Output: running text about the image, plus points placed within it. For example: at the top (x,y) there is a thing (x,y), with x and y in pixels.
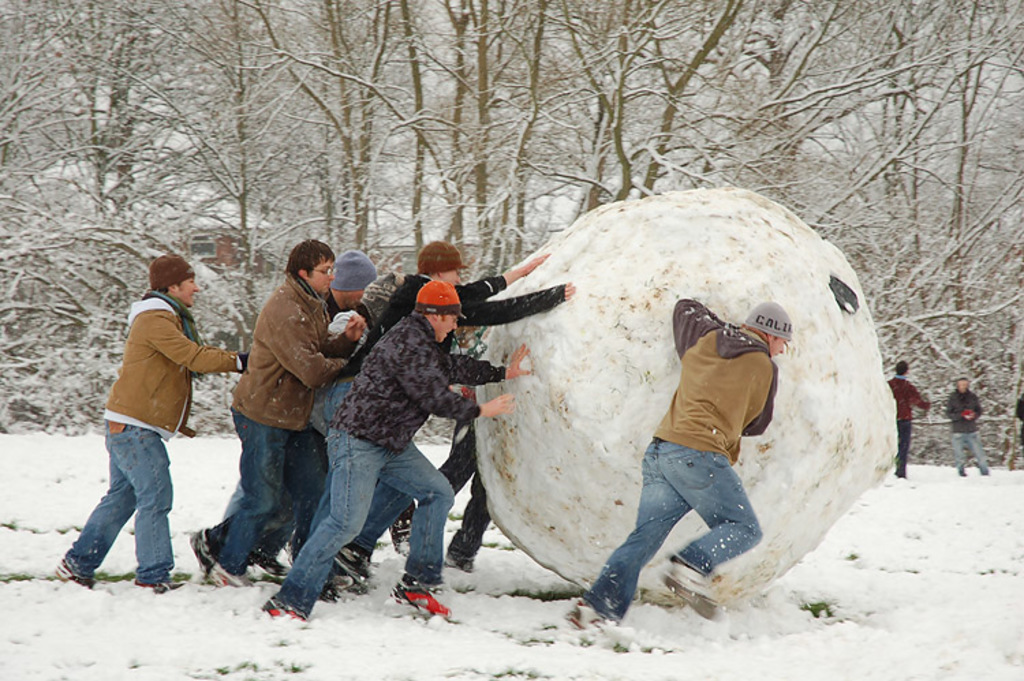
In this image I see the snow (8,678) which is covered on the ground (64,453) and I see a giant snow ball (621,376) and I see people (492,378) who are pushing it. In the background (907,443) I see few people (985,464) over here and I see the trees (355,187) on which there is snow (301,149).
